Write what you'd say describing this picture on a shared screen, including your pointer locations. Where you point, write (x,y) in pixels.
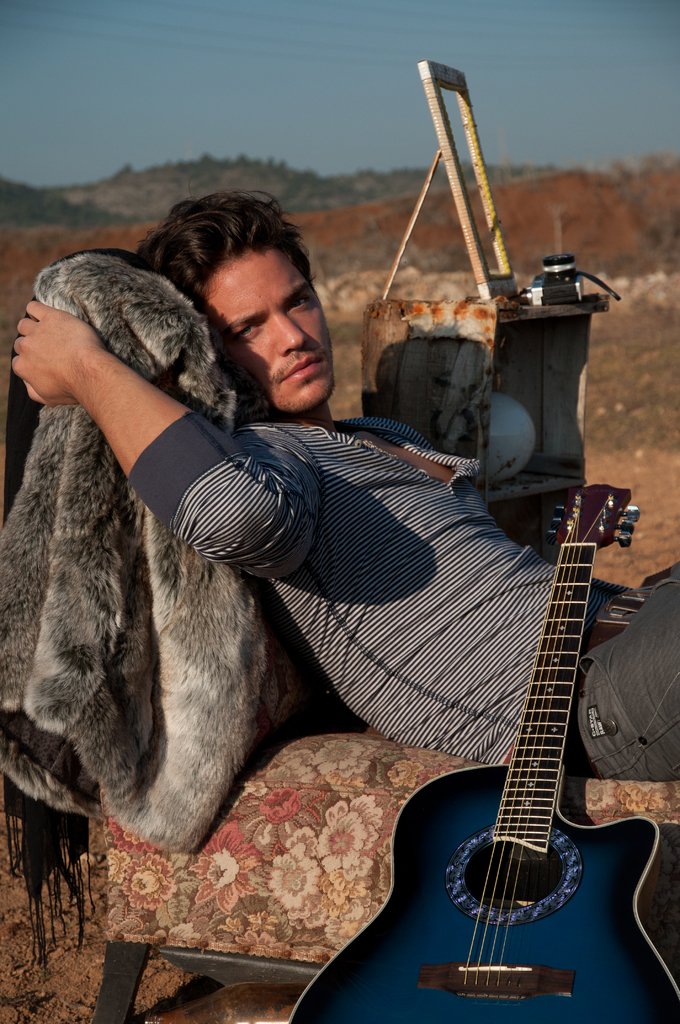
In this image we can see a person (368,698) lying on the sofa (375,834), here we can see the blanket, guitar (523,928) and stand (571,313) here. The background of the image (593,236) is slightly blurred, where we can see the hills (280,164) and the sky (121,58).
